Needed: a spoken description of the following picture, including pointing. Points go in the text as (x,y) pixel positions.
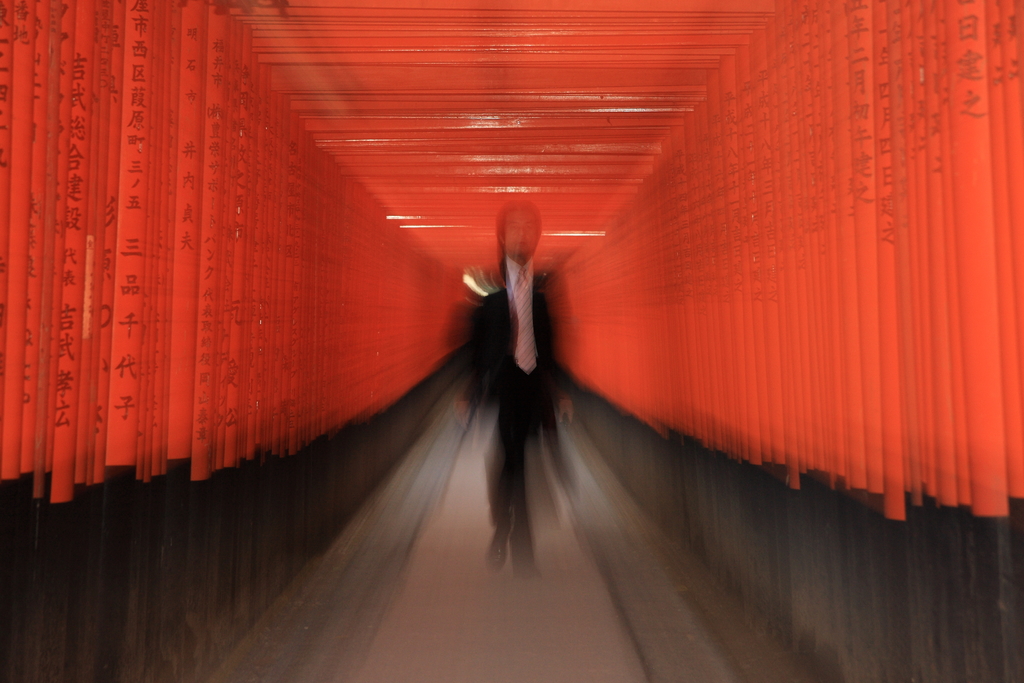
This is an image. In this image, we can see there is a person (535,333) on a surface (509,612). On both sides of this person (504,411), there are orange color pillars (995,258) arranged. In the background (533,34), there is a roof (610,45) in orange color.
